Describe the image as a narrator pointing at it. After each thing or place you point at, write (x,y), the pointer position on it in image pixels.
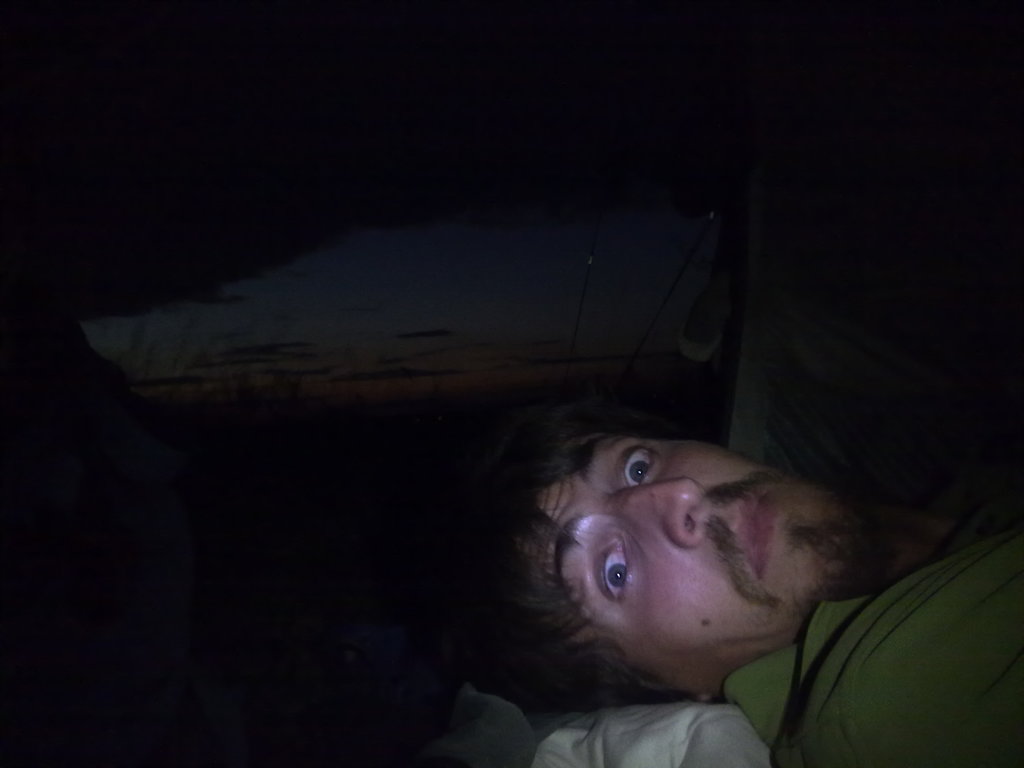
In this image there is a man (747,666) lying. There is a cloth (579,736) below his head (567,653). In the center (410,347) there is the sky (454,345). The image is dark.
